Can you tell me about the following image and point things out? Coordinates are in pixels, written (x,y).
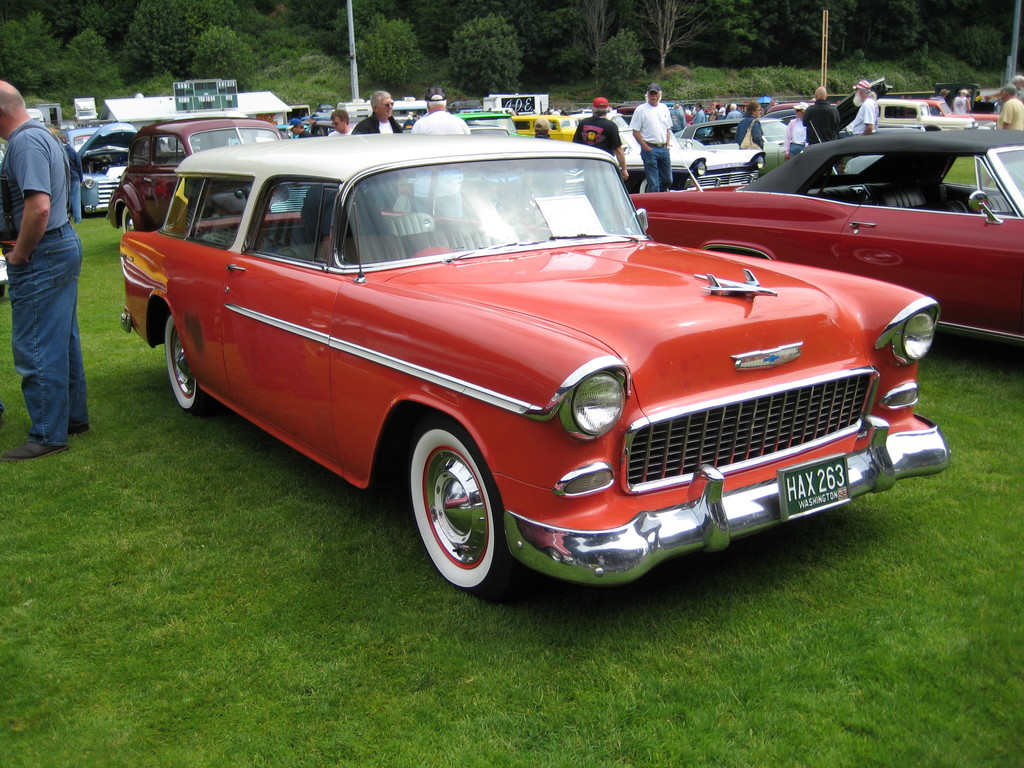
In this image in the middle (559,457), there are cars (728,486). At the bottom (565,623) there is grass (262,697). On the left (60,260) there is a man (67,250), he wears a t shirt (49,212), trouser (48,389) and shoes (29,457). In the background (322,125) there are many people (856,130), cars (731,151), trees (369,75), poles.
